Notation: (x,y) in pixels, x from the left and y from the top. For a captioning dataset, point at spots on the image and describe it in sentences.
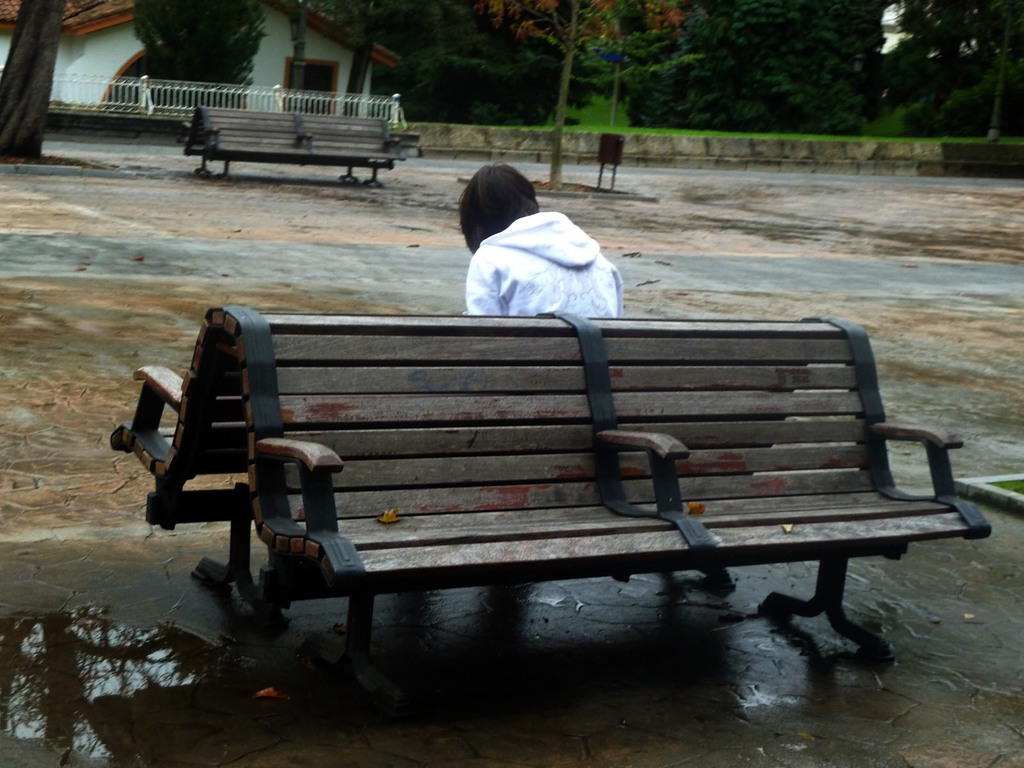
In this image we can see benches (336,420). On the bench (344,342) a person (565,261) is sitting. On the ground (74,607) there is water (95,654). In the back (255,140) there are benches (224,140), trees (195,59), railing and a building (340,67).
